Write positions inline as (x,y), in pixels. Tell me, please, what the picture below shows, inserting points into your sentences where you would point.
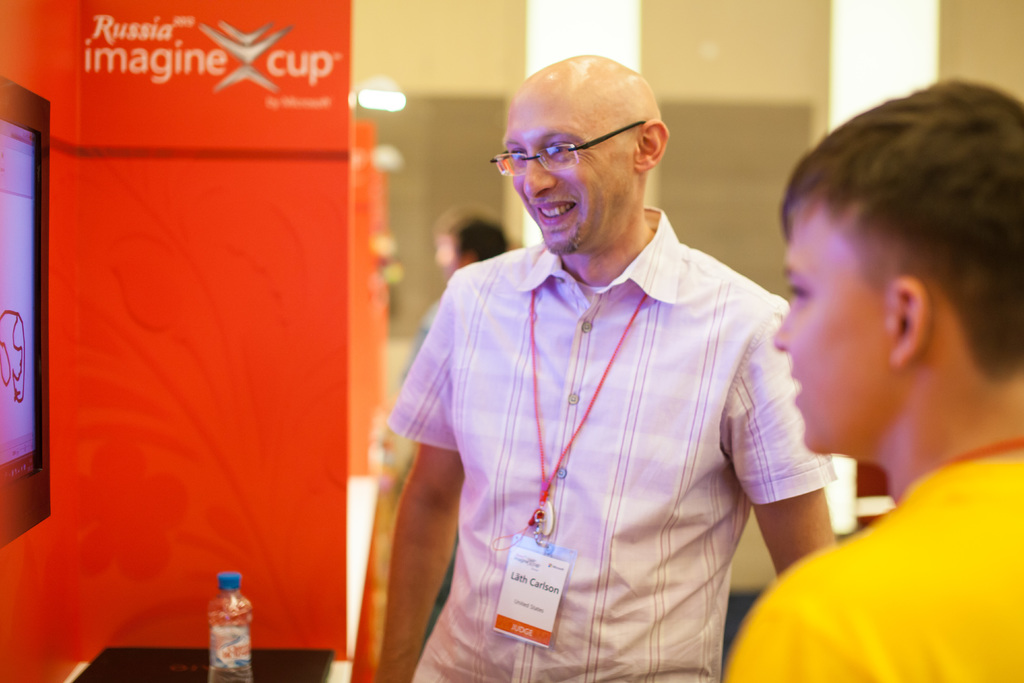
Here we can see three people (550,229). This man (617,522) wore id card (501,599), spectacles (571,150) and smiling. Left side of the image (10,169) we can see television (13,323) and bottle (228,613).
